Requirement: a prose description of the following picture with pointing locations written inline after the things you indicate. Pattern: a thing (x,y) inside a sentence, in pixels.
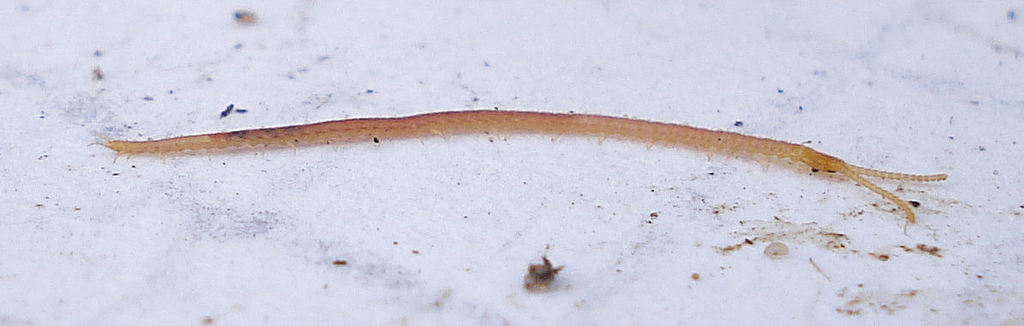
In this image we can see an insect (665,143) on the white color surface (460,171).
